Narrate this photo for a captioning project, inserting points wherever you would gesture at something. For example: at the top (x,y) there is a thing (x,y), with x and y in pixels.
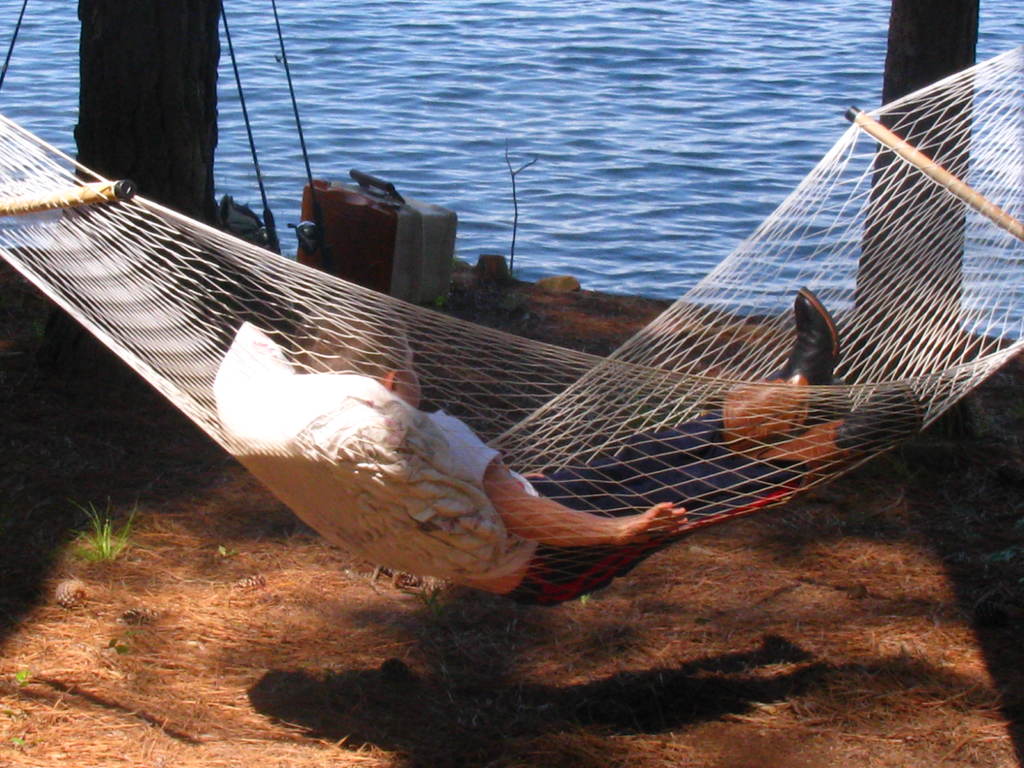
This picture might be taken from outside of the city and it is sunny. In this image, in the middle (641,445), we can see a boy (389,379) lying on the cradle (572,365). In the background (409,243), we can see some boxes (408,227), ropes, trees (203,168), we can also see a water (712,64) in a lake (816,108), at the bottom (620,693) there is a grass (264,623).
